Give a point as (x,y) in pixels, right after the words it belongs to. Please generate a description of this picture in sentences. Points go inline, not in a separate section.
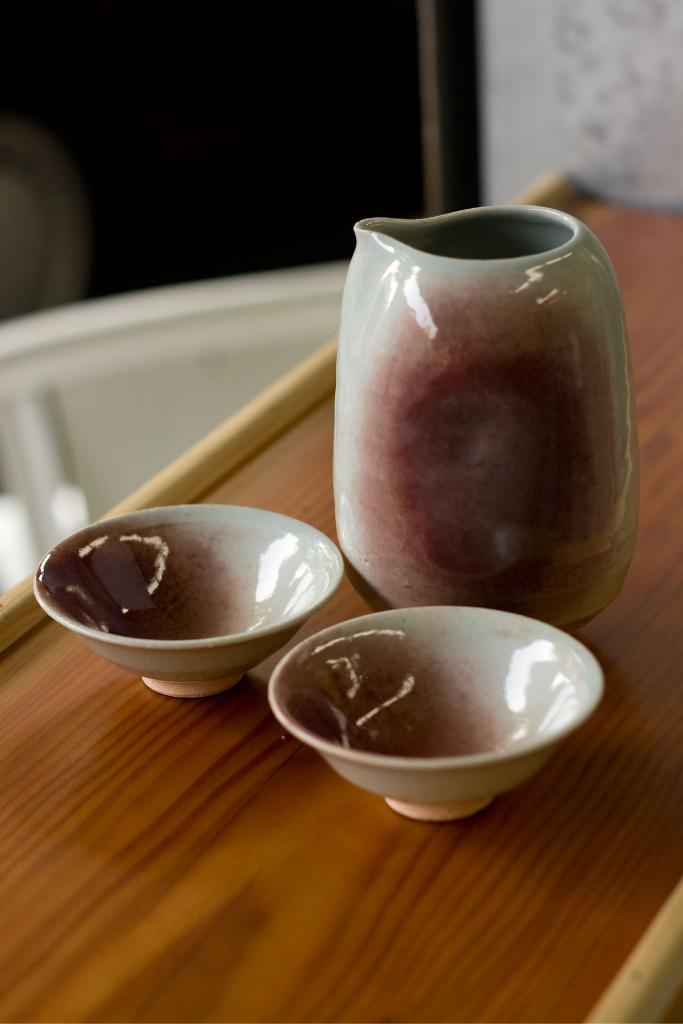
In this image, we can see a jar (538,570) and bowls (488,638) are on a wooden surface (672,753). Background (253,114) we can see a blur view. Here we can see few objects (51,360).
